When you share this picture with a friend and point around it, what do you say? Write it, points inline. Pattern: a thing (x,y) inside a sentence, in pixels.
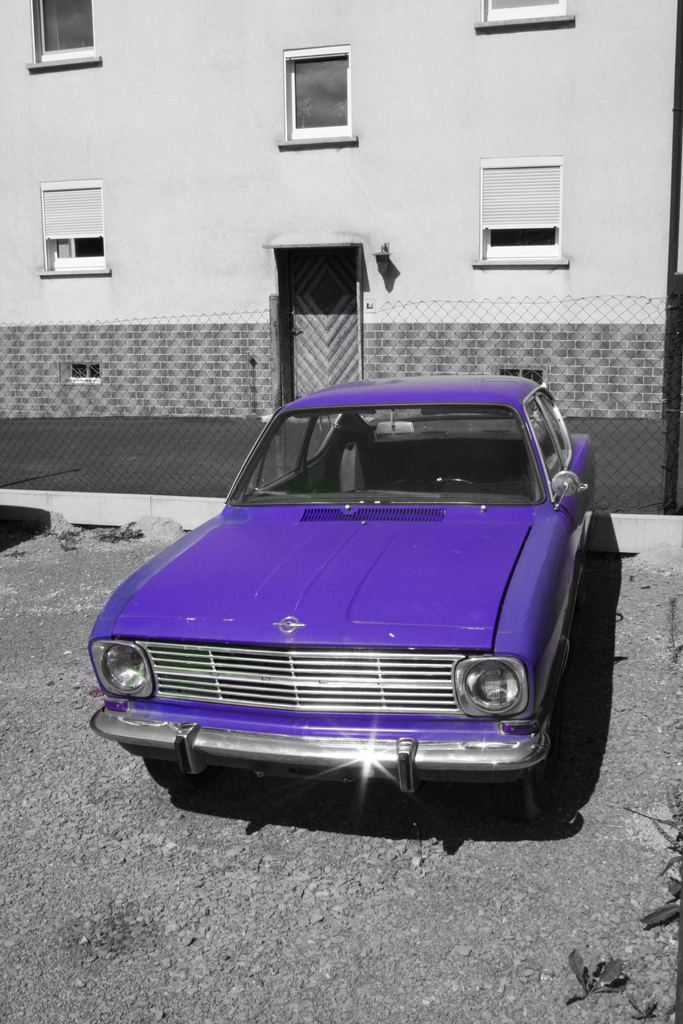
This is an edited image. In this image we can see a car (387,762) placed on the ground (454,881). On the backside (42,333) we can see the metal fence (78,352) and a building (430,182) with windows (499,200).
